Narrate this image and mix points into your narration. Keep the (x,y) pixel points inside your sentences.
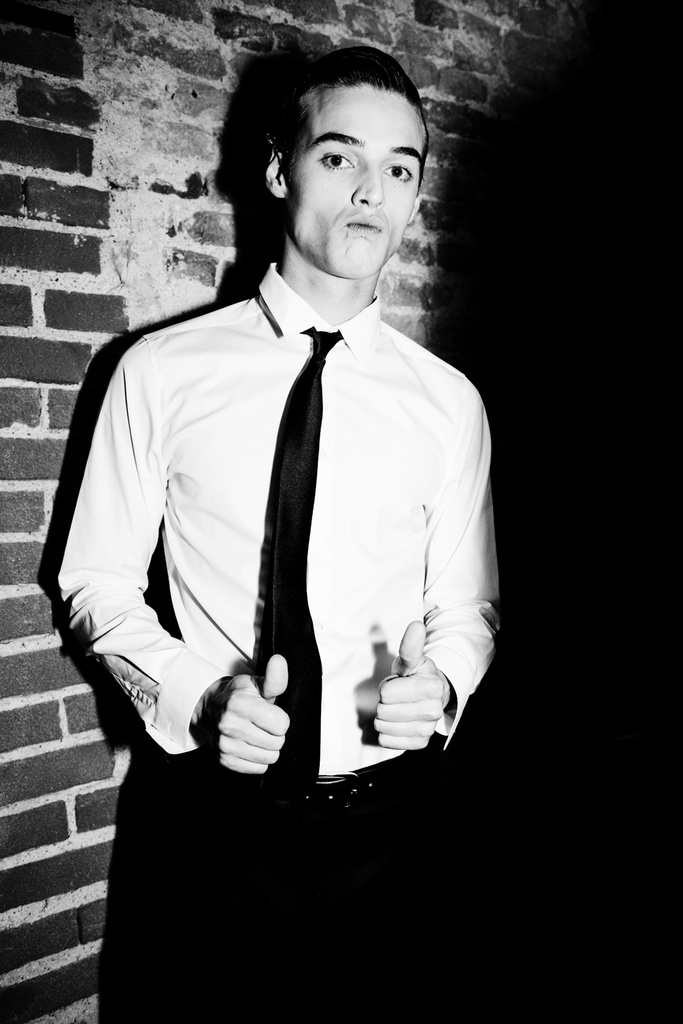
As we can see in the image there is a brick wall (42,695) and a person (386,438) wearing white color shirt (233,500).
